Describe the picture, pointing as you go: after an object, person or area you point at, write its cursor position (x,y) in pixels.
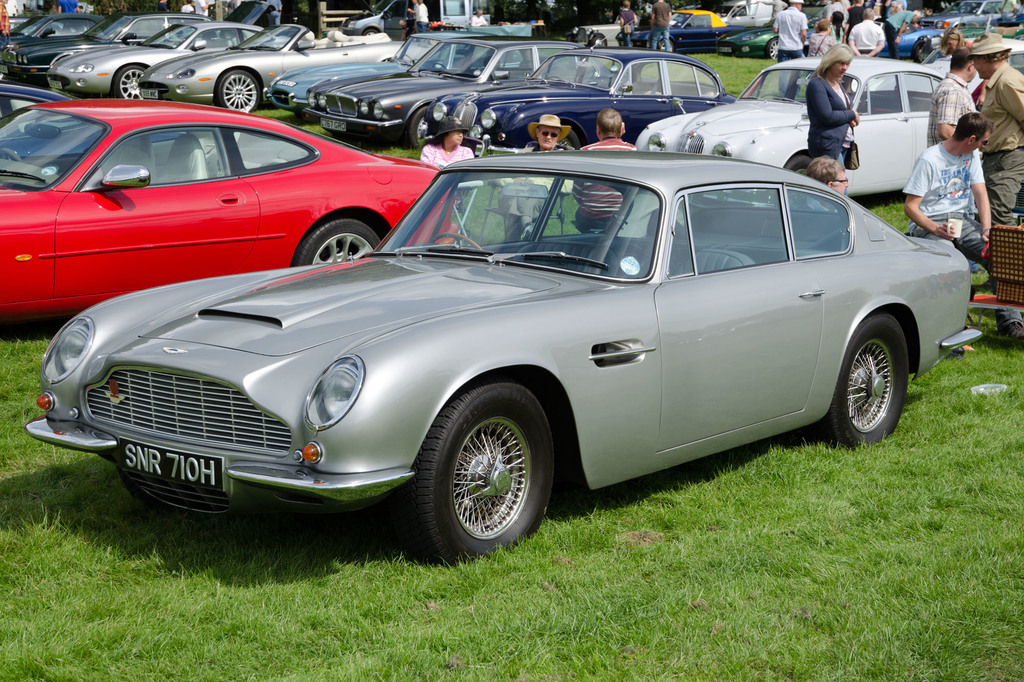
This image is taken outdoors. At the bottom of the image (269,591) there is a ground (378,603) with grass (658,580) on it. In the background (579,1) there are a few trees (563,16) and a few people (408,9) are standing on the ground (842,487) and a few are walking. In the middle of the image (475,378) many cars (636,199) are parked on the ground (870,200) and many people (928,209) are standing on the ground (857,481).
